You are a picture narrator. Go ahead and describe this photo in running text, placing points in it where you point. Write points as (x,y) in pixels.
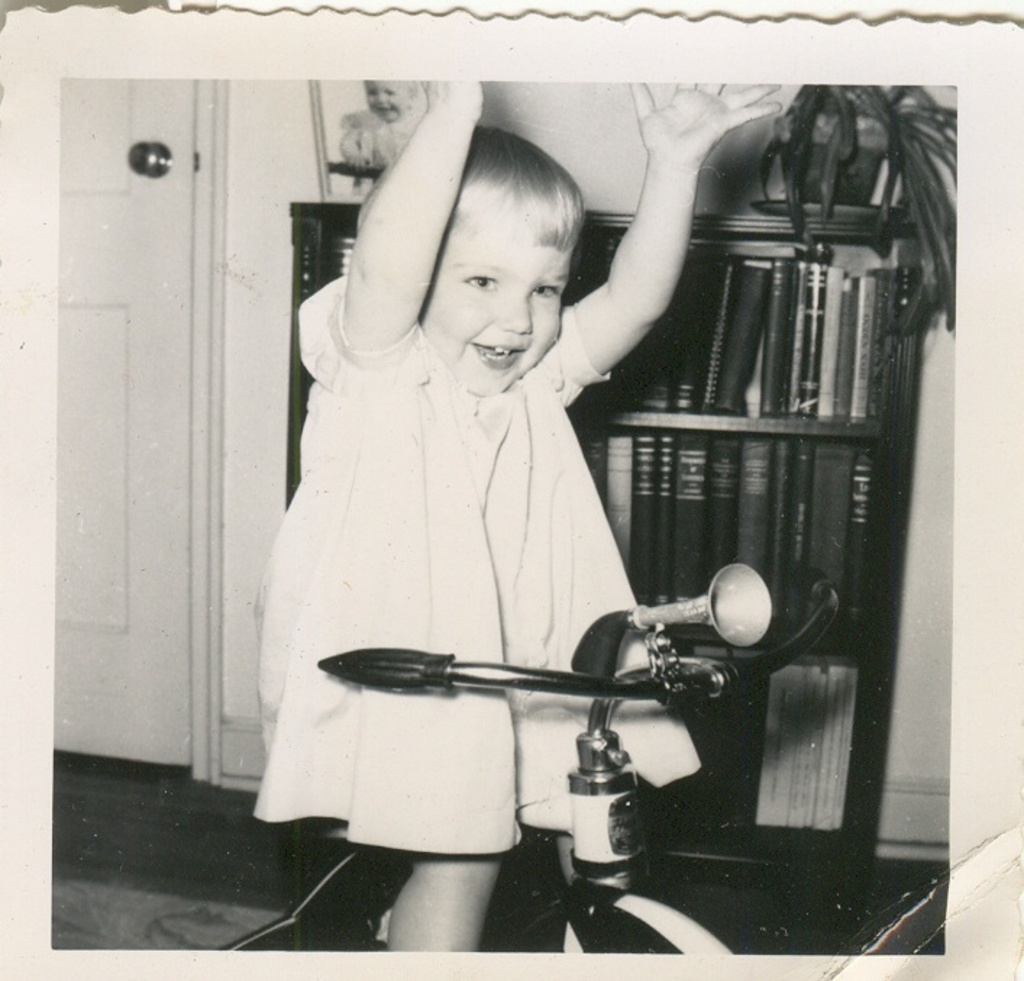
This is a black and white image. In the middle of this image (396,558), there is a baby (439,449) smiling and standing. Between this baby (506,838) legs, there is a bike (632,860). In the background (822,328), there are books (822,328) arranged on the shelves (764,418) of a cupboard (326,208), on top of this cupboard (348,222), there is a photo frame (349,159) and a potted plant (829,174), there is a door (70,258) and there is a wall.
